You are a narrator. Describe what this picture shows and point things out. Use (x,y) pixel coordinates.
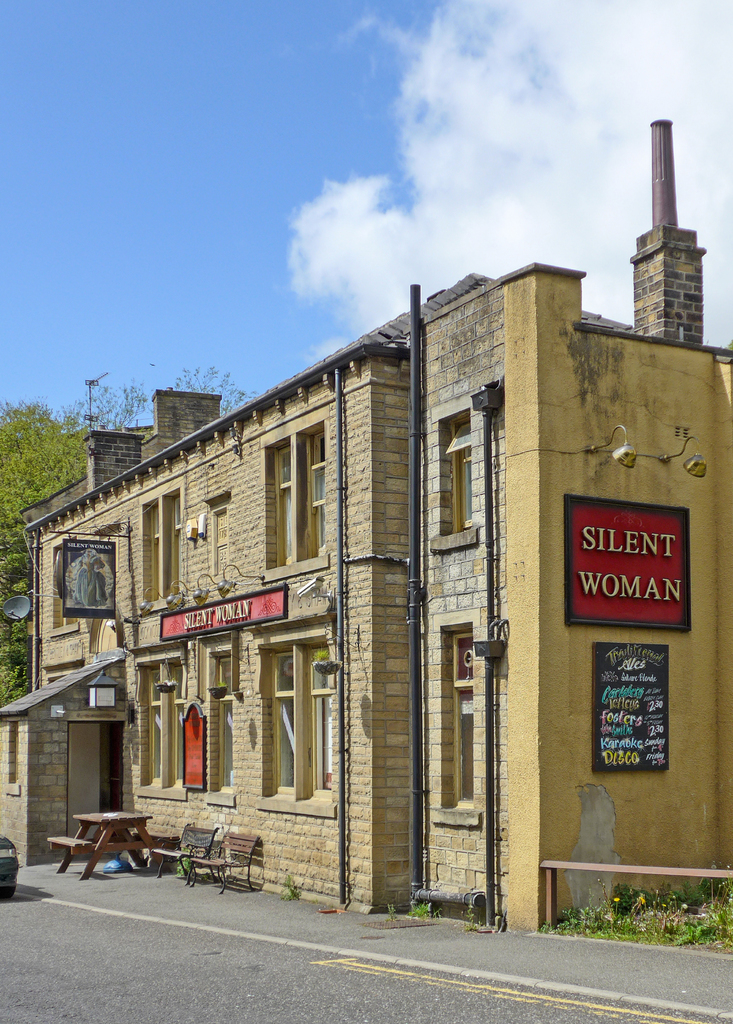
In this picture I can see building (403,667) and few benches (219,855) and I can see few boards (649,735) with some text (625,720) and couple of lights (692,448) fixed to the wall (614,389) and I can see a tree (35,457) and a blue cloudy sky (322,272) and looks like a car (5,883) on the road (27,920).
